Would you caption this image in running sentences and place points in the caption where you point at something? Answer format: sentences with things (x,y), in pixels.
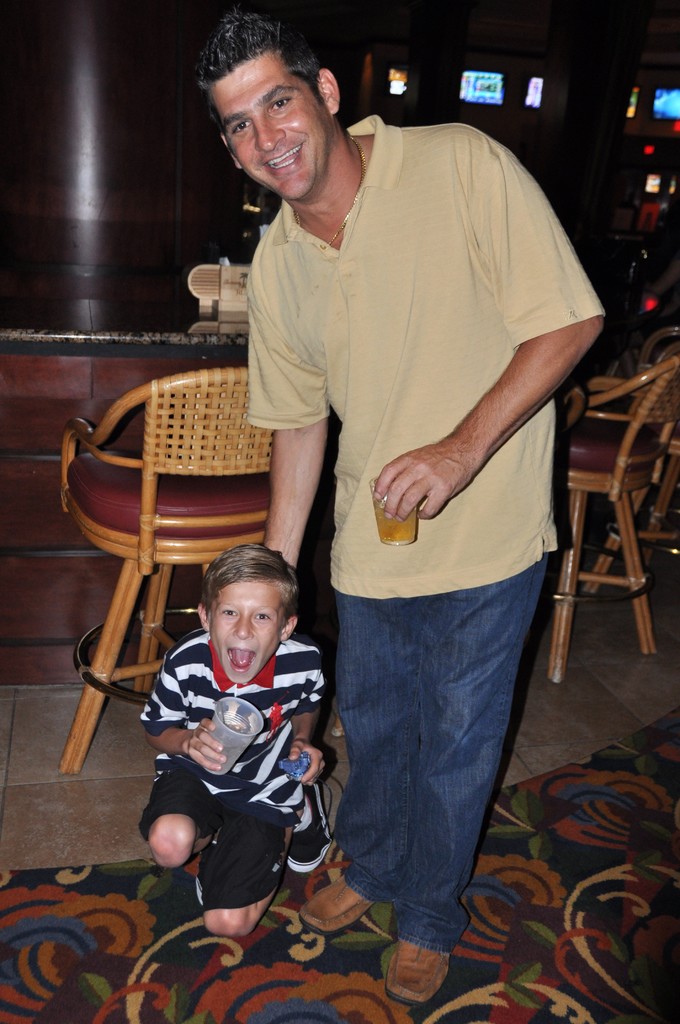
This is a picture of 2 persons (261,795), one standing one kneeling, and smiling and the back ground we have chair (218,442), tables (125,367) and small screen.
